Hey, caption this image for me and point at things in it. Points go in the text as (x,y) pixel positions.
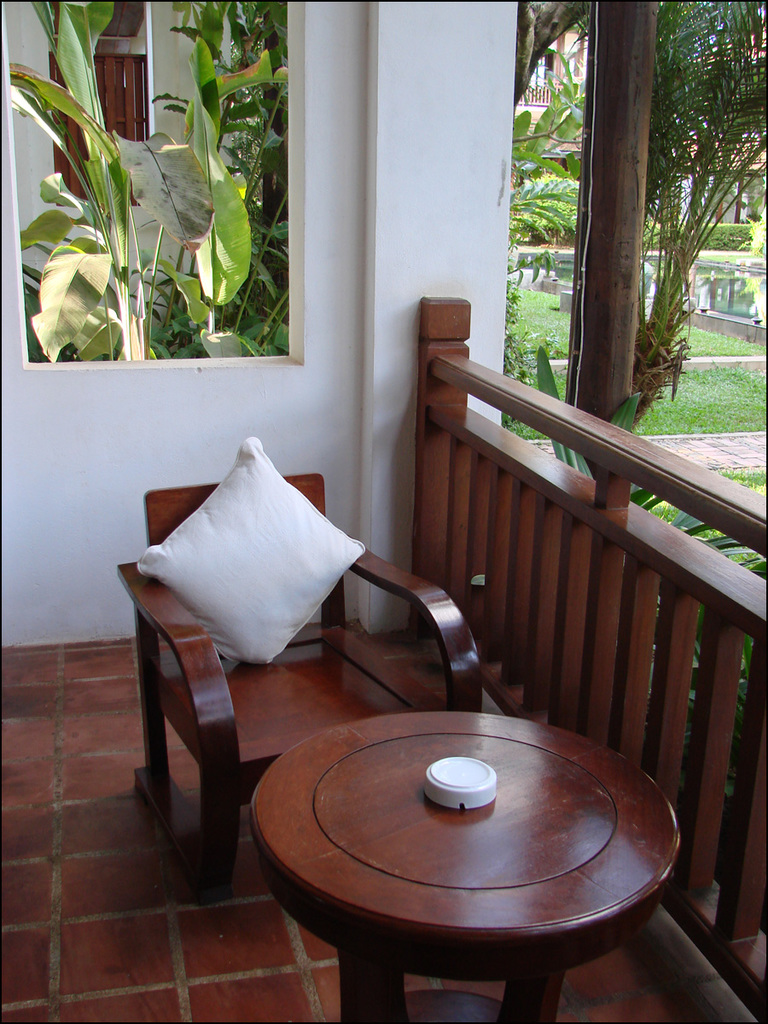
In this image In the middle (256,538) there is a table (496,896) in front of that there is a chair (325,679) and pillow (235,605). I think this is a house (79,553). In the background (310,344) there are many plants (166,291), window (298,228), house (571,149) and grass (716,396).
